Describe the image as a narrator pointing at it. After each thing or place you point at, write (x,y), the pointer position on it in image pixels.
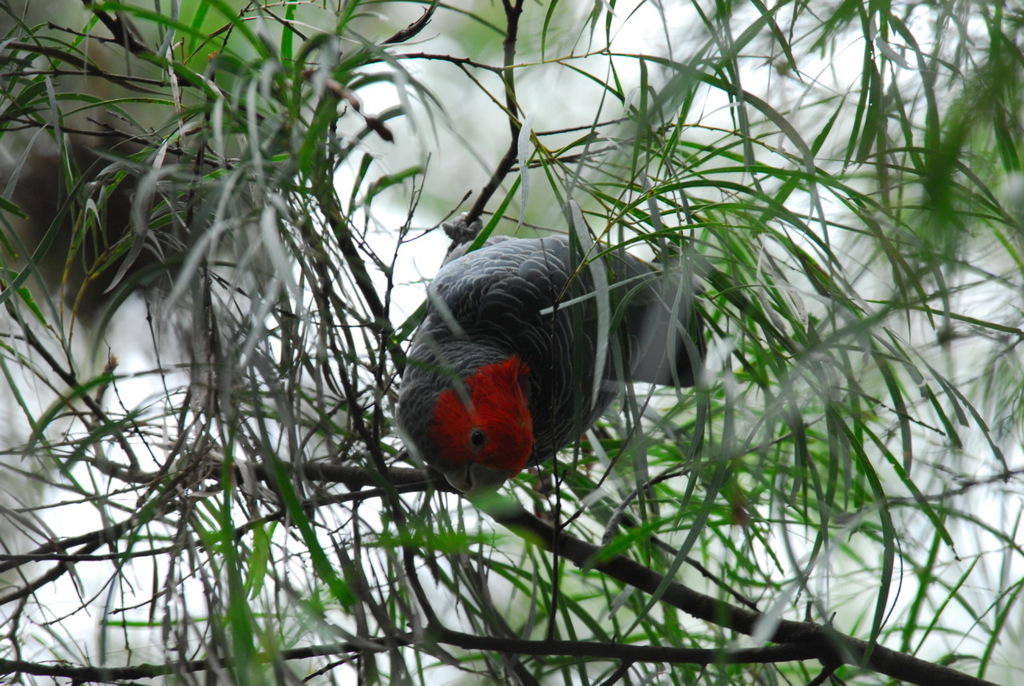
In this image, we can see a bird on a plant (703,306). We can also see some green leaves (860,296).
